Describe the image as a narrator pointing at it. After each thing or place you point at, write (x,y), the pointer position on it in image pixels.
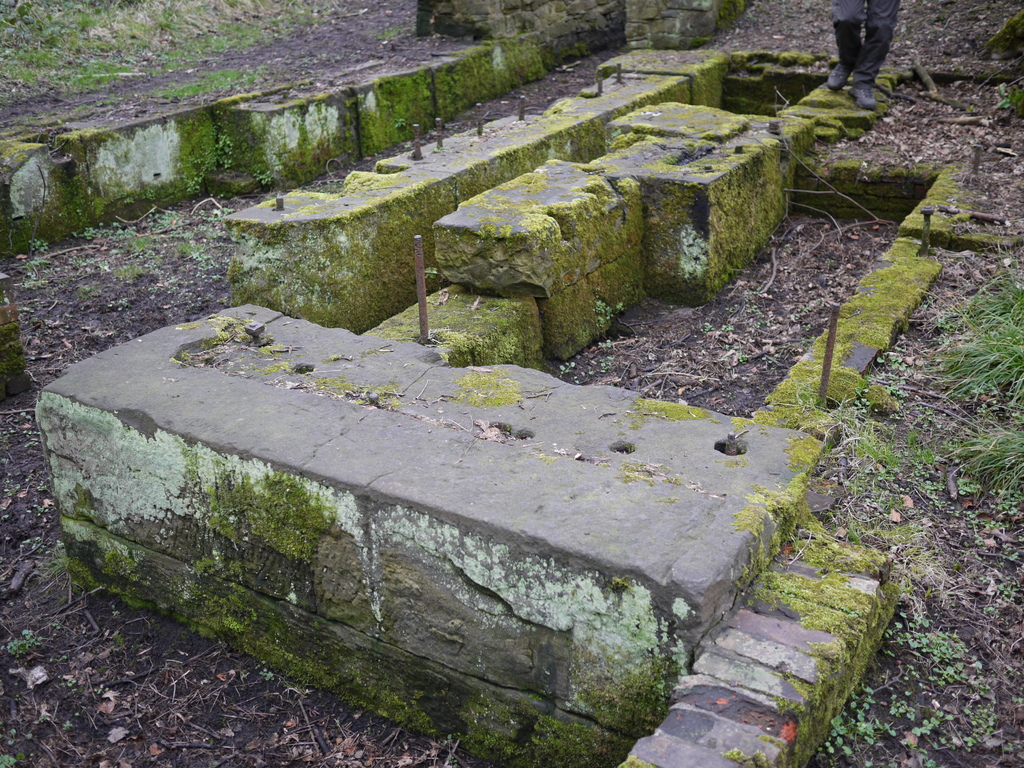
In this image I can see the metal rods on the rocks (440,437). To the right (870,103) I can see the person's legs (870,35) and the person (848,38) is wearing the black pant (850,42) and shoes (857,94). I can also see the grass (193,4) on the ground (129,221).
